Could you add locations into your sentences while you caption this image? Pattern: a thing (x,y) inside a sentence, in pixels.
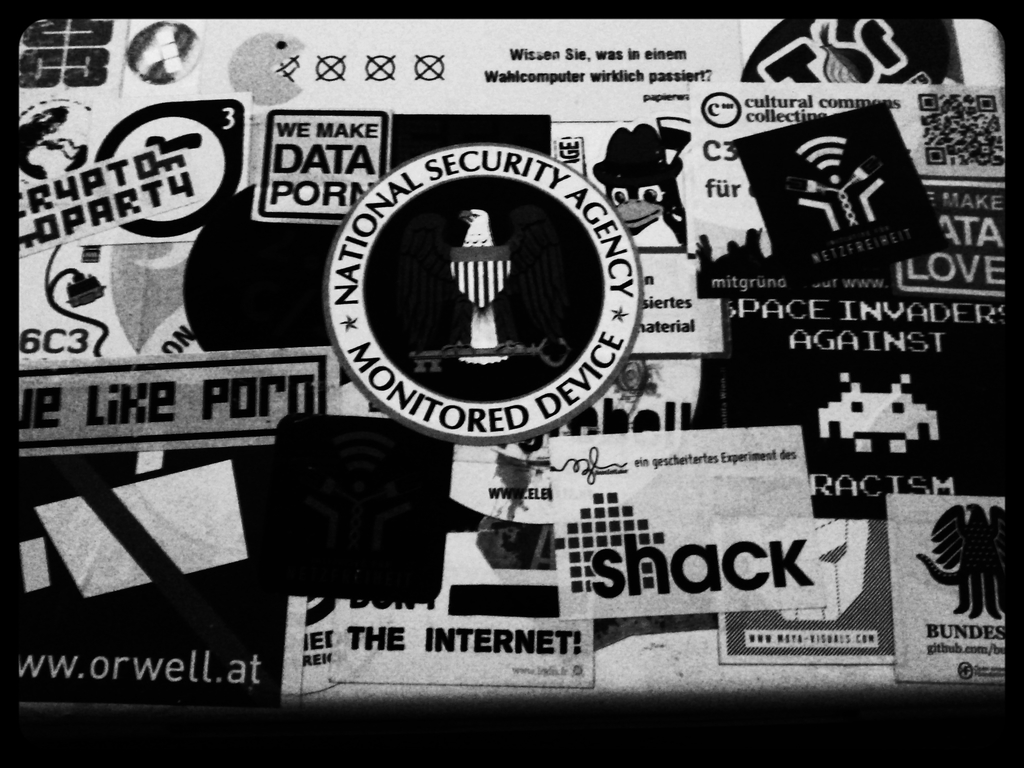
In this picture, it is looking like a poster (538,96). I can observe some text (446,636) in this poster (762,474). There is a symbol (525,336) in the middle of the picture (461,295). This is a black and white image.
